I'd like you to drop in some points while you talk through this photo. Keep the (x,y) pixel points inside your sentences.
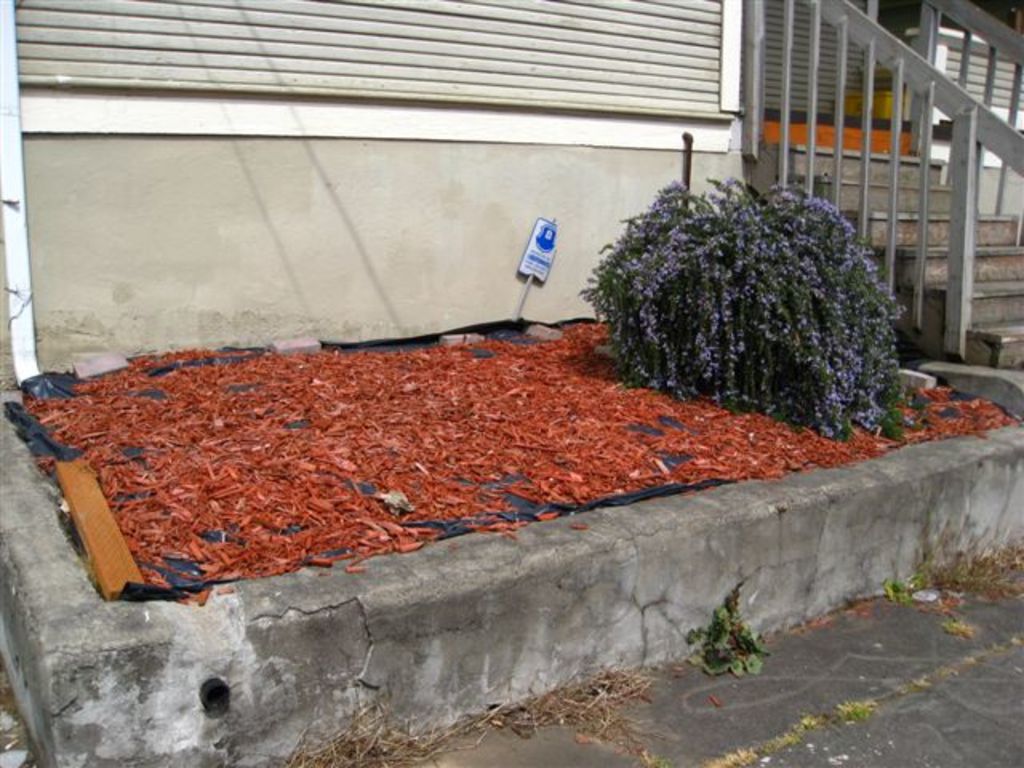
In this image, we can see some stairs (980,282) and the railing (840,200). We can see a plant (809,327) and some red colored objects (446,486). We can see the wall (410,657) with some objects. We can see a poster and the ground (749,699) with some objects (406,755).
